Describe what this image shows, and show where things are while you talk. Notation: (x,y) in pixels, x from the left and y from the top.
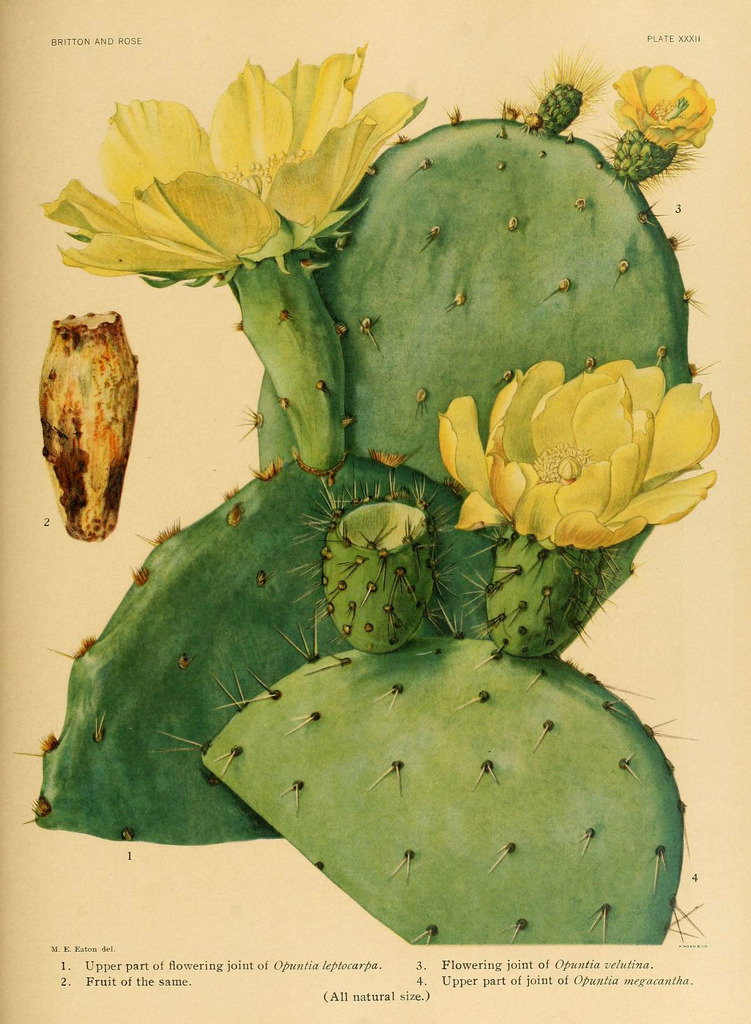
This image consists of a poster (412,451). In the middle (412,451) there are flowers (412,101), plants (378,337). At the bottom (425,995) and top there is a text (333,966).
